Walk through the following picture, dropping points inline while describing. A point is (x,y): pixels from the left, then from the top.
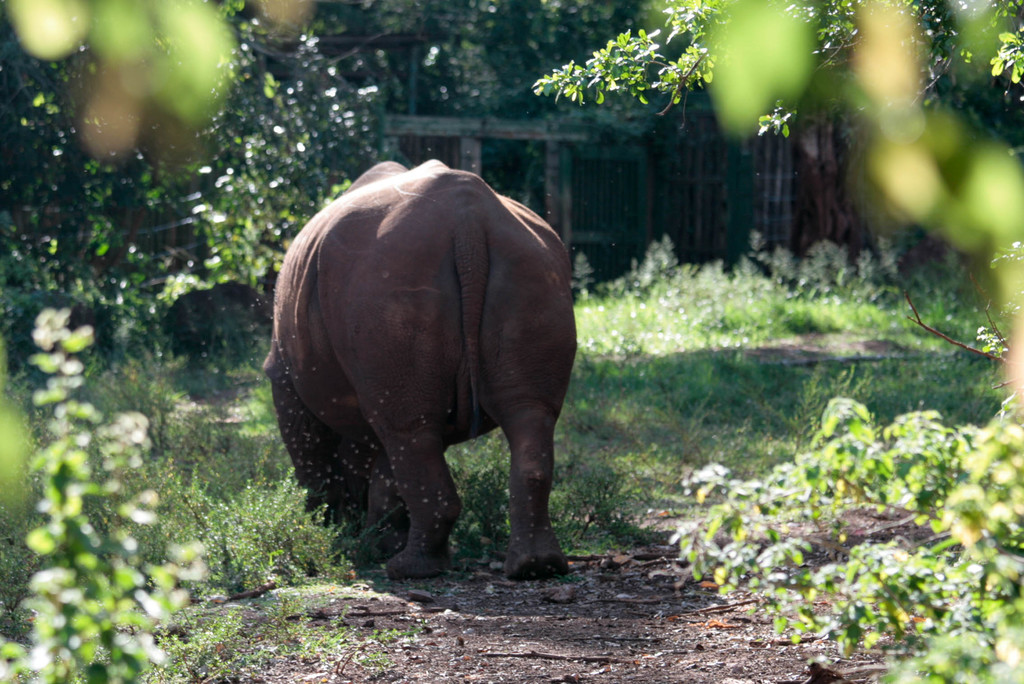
In this image, we can see an animal (408,410) is standing on the ground (443,590). Here there are so many plants (940,549), trees (281,194), wall (756,219), grill (758,203) we can see.
